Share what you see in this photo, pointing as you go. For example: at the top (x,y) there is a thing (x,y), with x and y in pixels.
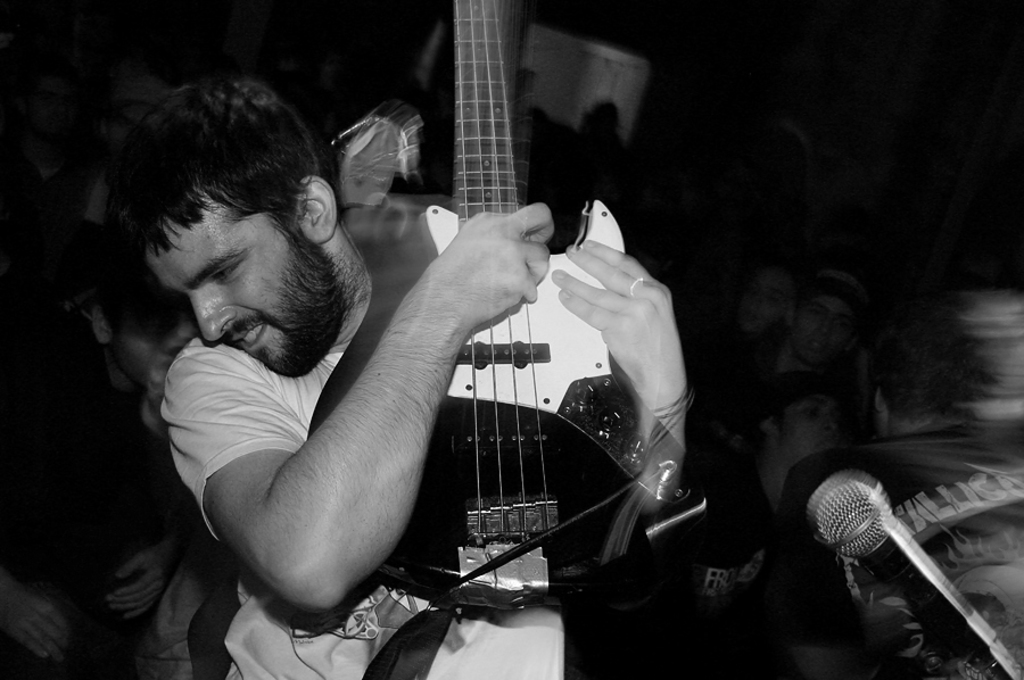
In this image there is a man (218,402) holding a guitar (588,354) in his arms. we can also see a mic (873,527) on the right side of the image (893,568). This image is slightly blurred and in the background (833,291) we can see few people (789,417).
